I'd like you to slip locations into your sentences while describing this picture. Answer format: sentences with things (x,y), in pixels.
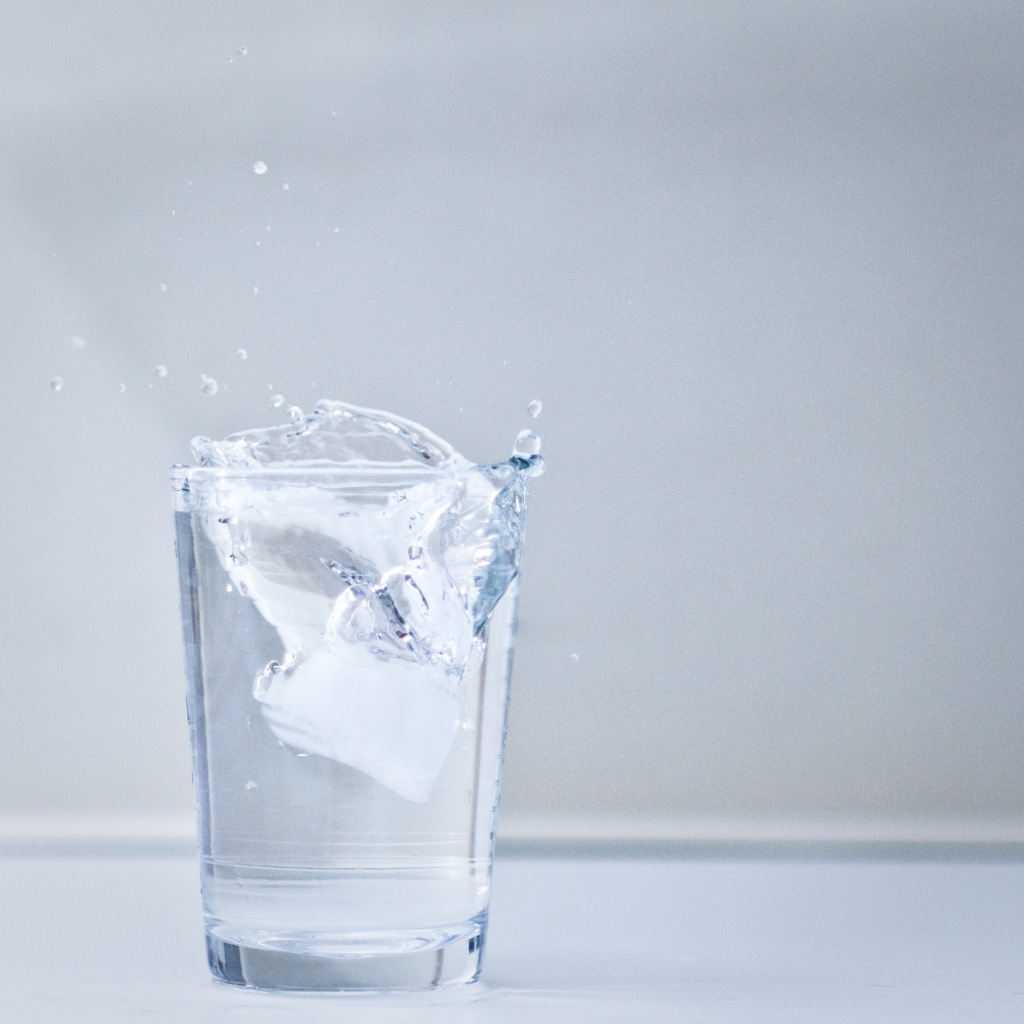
In this picture we can observe a glass (362,834) on the white color surface (120,900). There is some water (294,860) in the glass (281,698). We can observe a wall (378,249) in the background (660,310) which is in white color.
